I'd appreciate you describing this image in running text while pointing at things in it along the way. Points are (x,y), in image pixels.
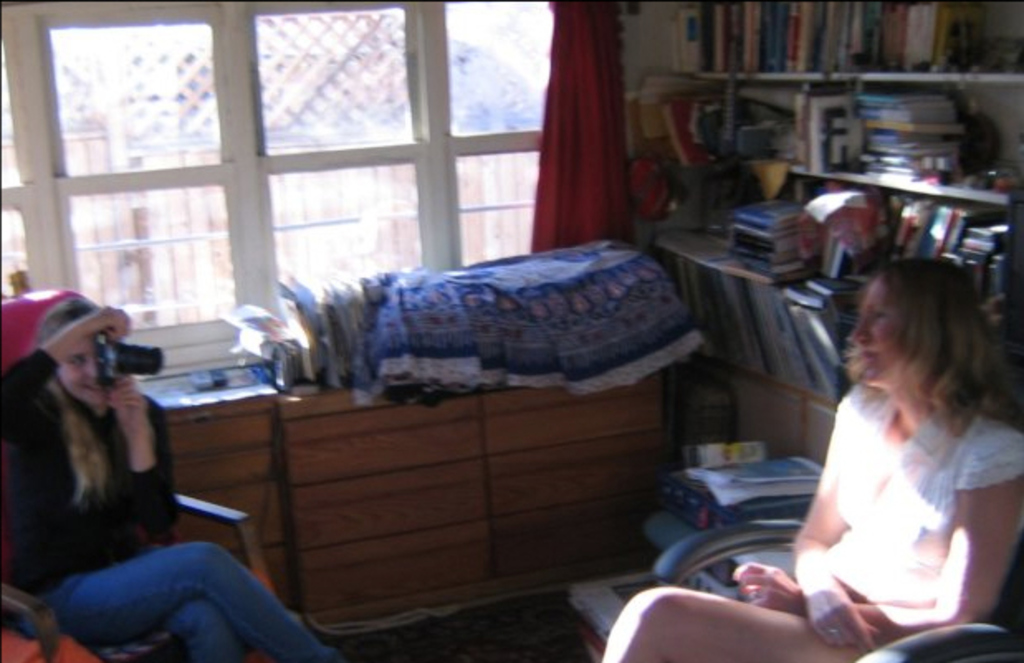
In this image we can see two persons (106,460) sitting on the chairs (708,548), at the right side of the image (827,161) we can see some books (749,241) on the racks (839,167), also there is a table (329,487) in the middle (425,433), on top of it there are some papers (318,337), a cloth (411,325), and some other objects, there is a window (7,113) and a curtain (598,144), a lady (73,359) is taking a picture using a camera (114,347).
